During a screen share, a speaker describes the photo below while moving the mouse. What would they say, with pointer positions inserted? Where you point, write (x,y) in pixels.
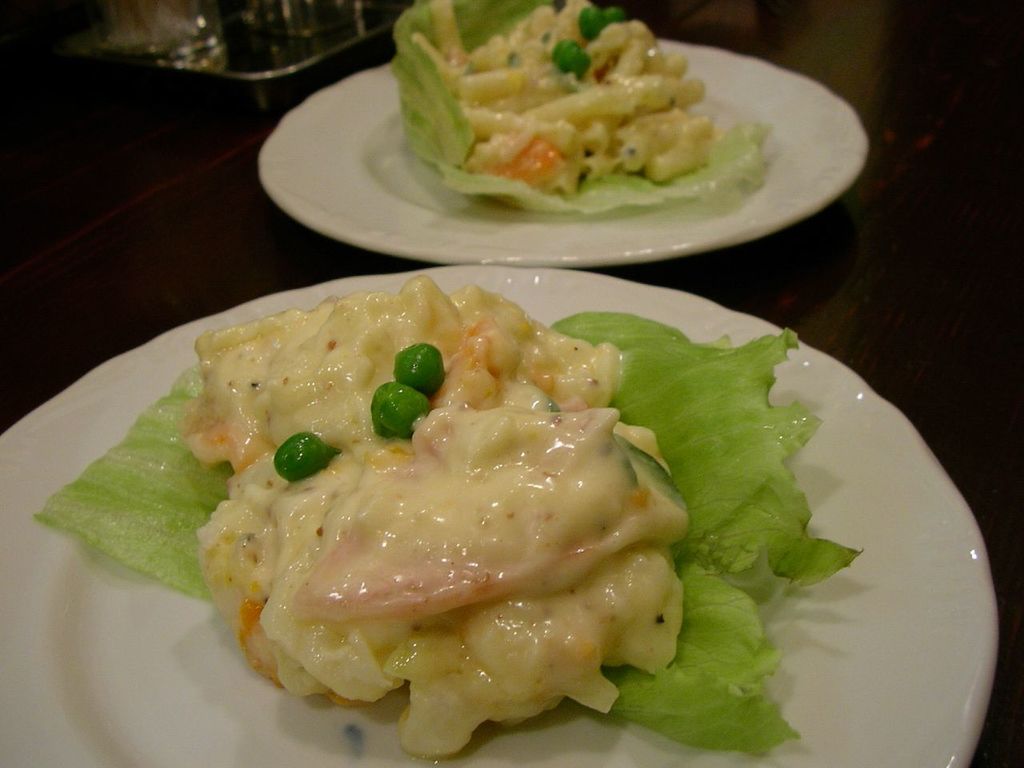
In this image I can see food (413,553) which is in cream and green color in the plate (873,456) and the plate (886,623) is in white color. Background (443,84) I can see the same food (449,97) in the plate (347,139).
